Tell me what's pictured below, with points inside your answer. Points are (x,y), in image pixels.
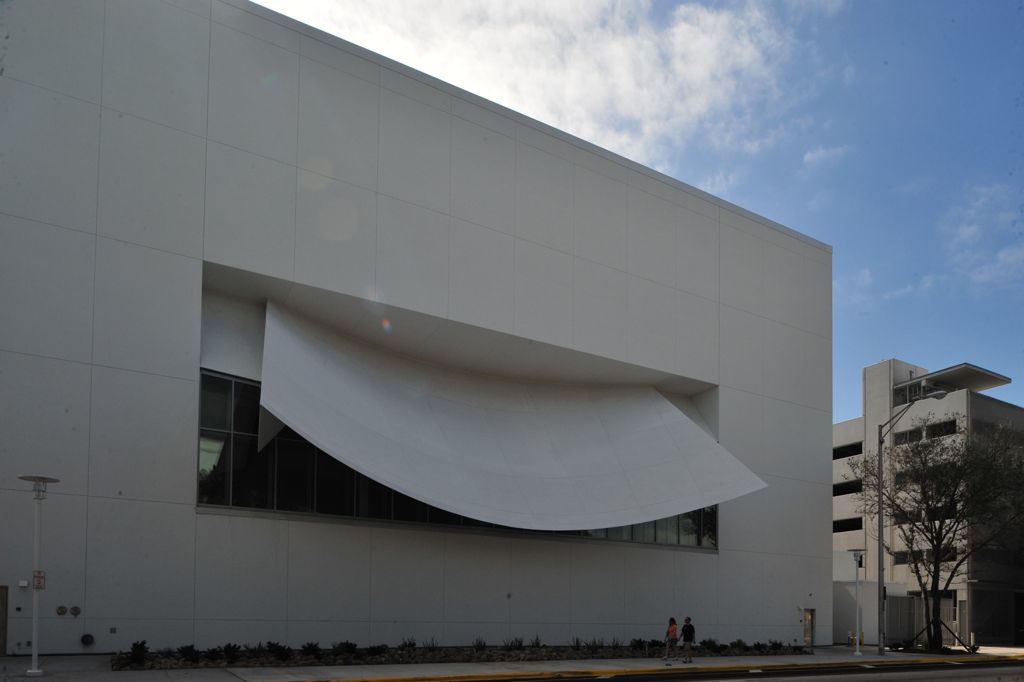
In this image we can see the building (870,419), light pole (878,484), some white color poles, plants (577,649) and also a tree (927,508) on the right (944,451). We can also see two persons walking on the path (485,670). In the background (930,102) we can see the sky (846,95) with the clouds (726,52).
